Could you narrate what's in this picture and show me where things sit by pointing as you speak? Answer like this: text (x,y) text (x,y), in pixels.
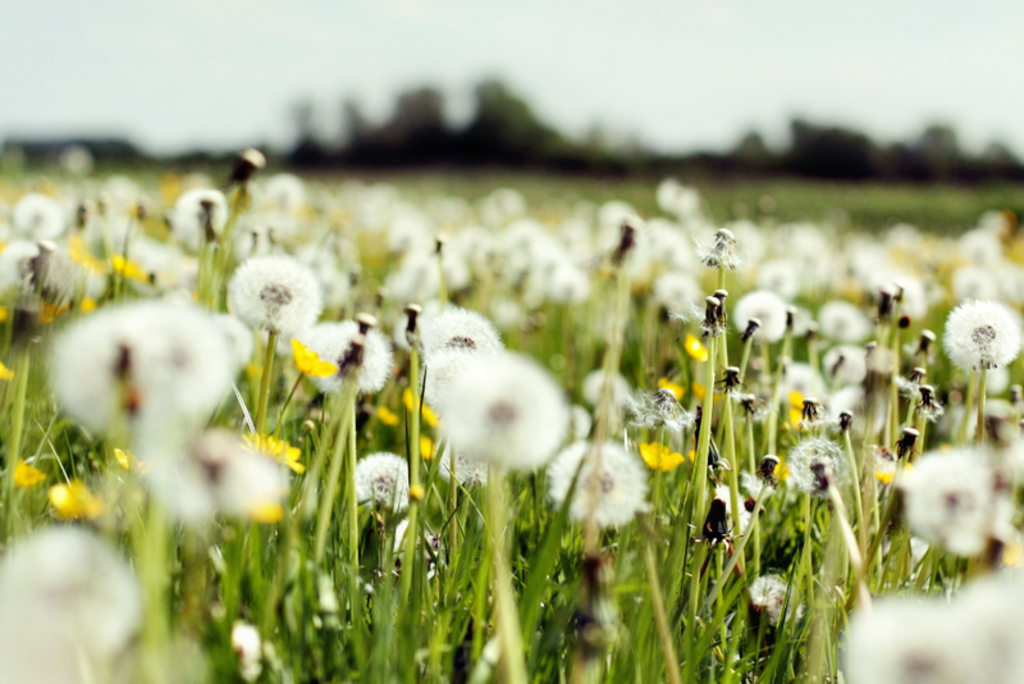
In this image we can see flowers (134,369). At the bottom (531,600) there is grass (634,568). In the background (567,73) there is sky (260,92).
